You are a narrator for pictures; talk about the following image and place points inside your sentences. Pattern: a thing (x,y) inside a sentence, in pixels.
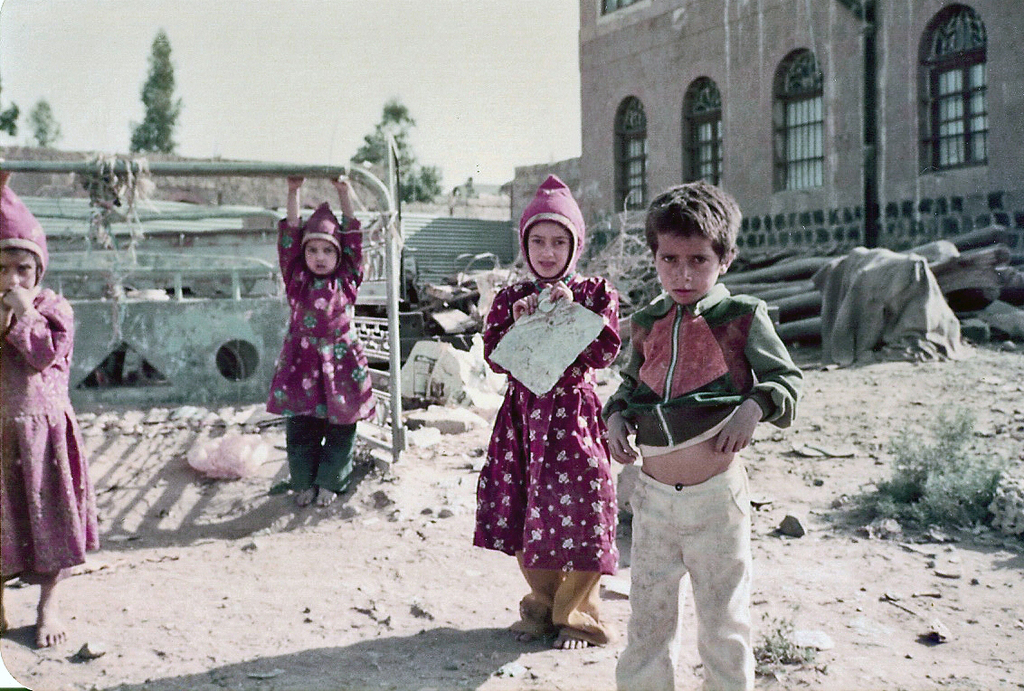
In this image there are kids (551,423) standing on a land (904,636), in the background (932,318) there are few materials (459,313) and a kid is holding a pipe (67,173) and there is a house (607,165), trees (380,141) and the sky (264,53).
